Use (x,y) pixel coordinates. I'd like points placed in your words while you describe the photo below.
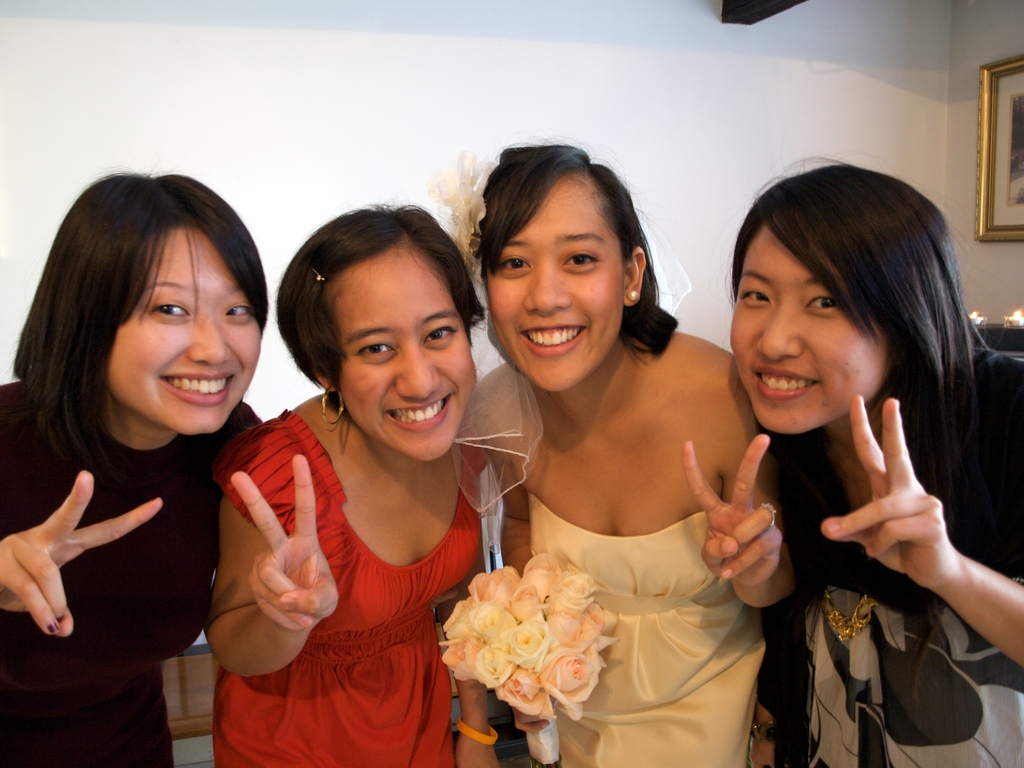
In this image in the front (215,400) there are women (387,415) standing and smiling and in the center (618,508) there is a woman (630,620) standing, wearing a white colour dress (645,617) and holding a bouquet (537,653) of flowers (558,631) in her hand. In the background (1005,199) on the right side of the wall (968,162) there is a frame (991,191).
